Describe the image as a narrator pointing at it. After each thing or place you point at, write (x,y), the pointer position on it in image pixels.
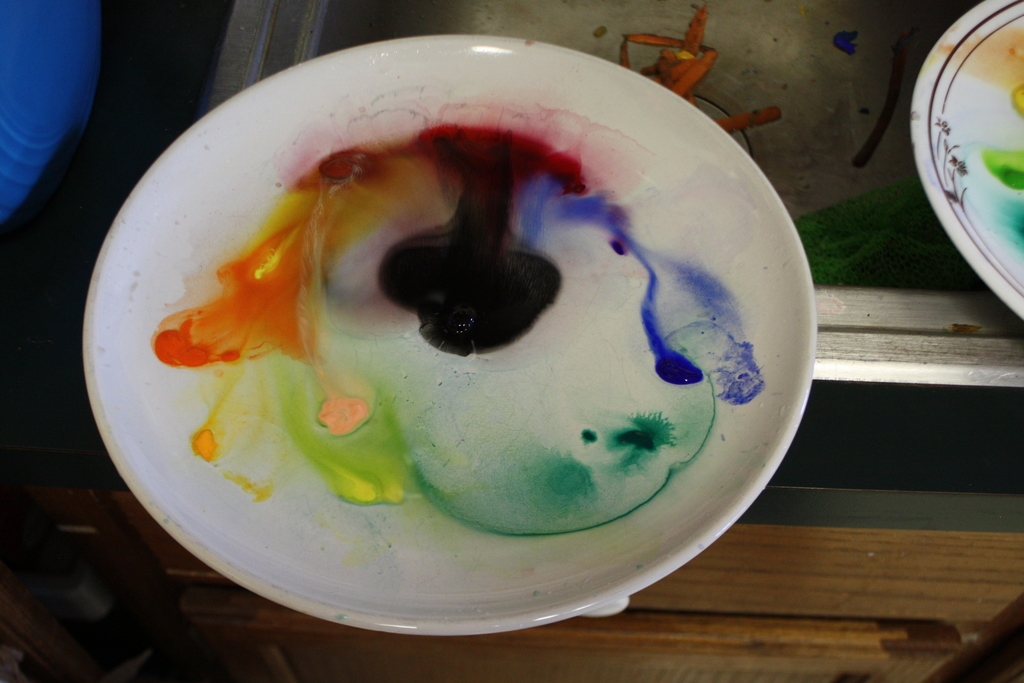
In this image we can see the plates (621,312) with some colors (503,265) on the surface (850,417), which looks like a table (859,426).
